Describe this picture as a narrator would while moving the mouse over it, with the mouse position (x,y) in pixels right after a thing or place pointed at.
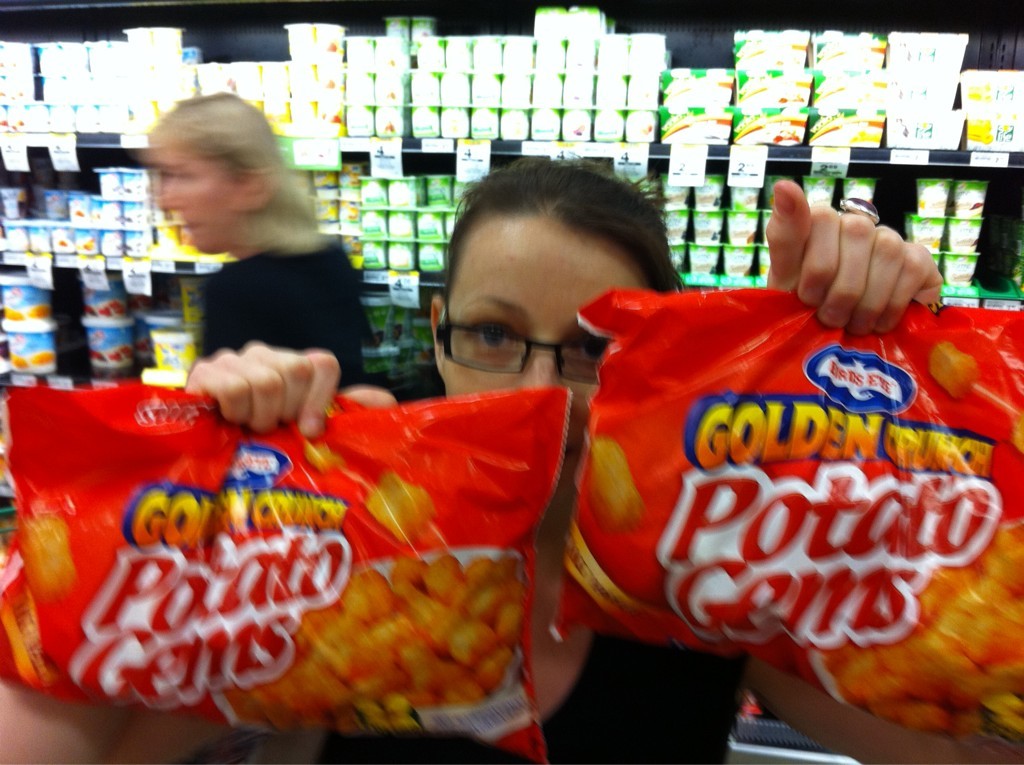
In this image we can see a woman (454,381) holding two covers (458,574) containing some text (181,569) on it. On the backside (291,242) we can see a person (300,320) standing, some objects (486,97) and containers (504,97) placed in the shelves (400,389) and some papers (392,165) pasted on the racks (76,328).
